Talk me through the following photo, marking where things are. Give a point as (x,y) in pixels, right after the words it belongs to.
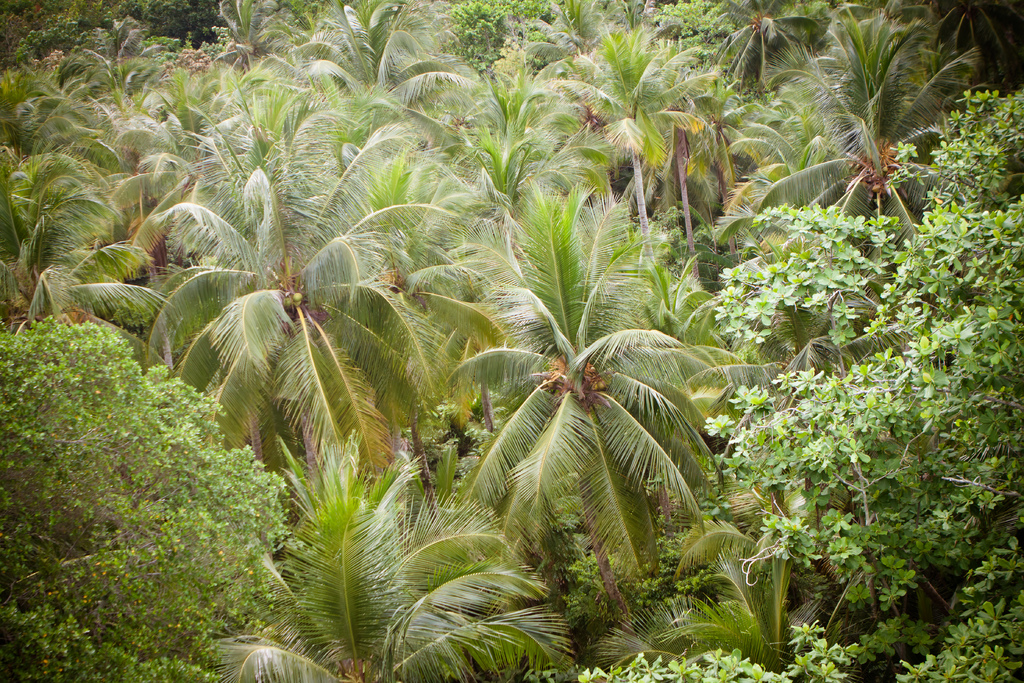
In this picture we can see a group of trees (374,223) are present.
